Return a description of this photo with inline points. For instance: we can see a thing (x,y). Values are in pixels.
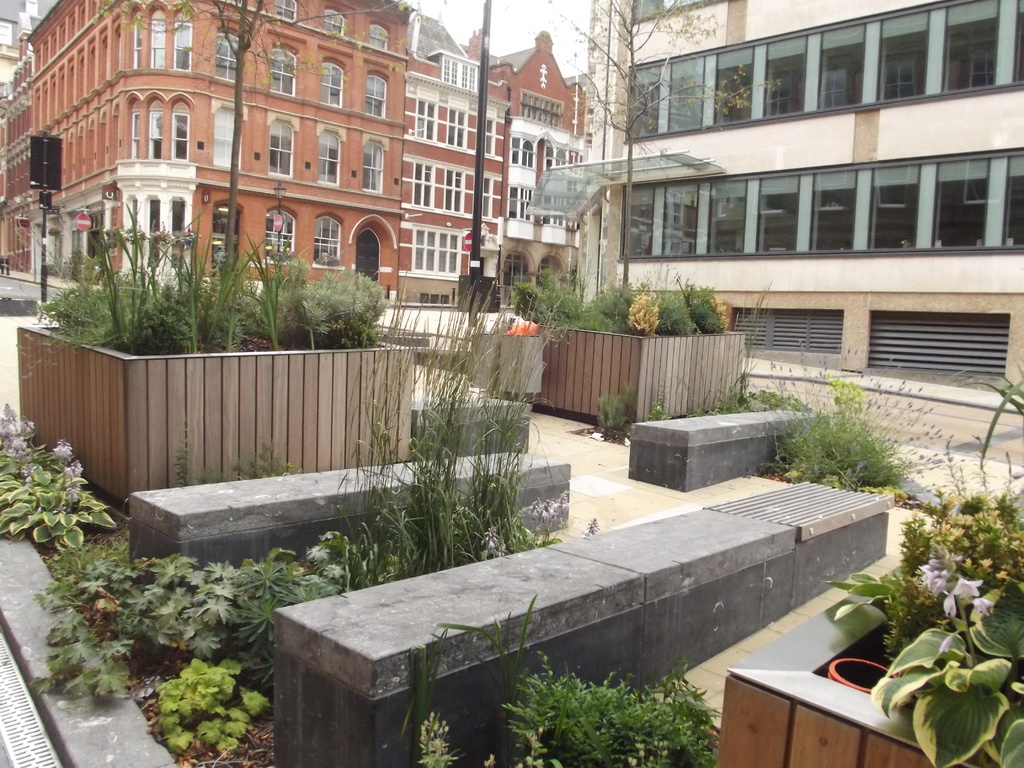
In this picture we can see a beautiful view of the sitting area (594,641) made of black stones (594,583). Behind there is a wooden block (203,363) with some plants (213,291), In the background (140,70) we can see brown color big building (321,170) with white windows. On the right side (741,216) we can see another building (735,204) with glasses (732,212).
